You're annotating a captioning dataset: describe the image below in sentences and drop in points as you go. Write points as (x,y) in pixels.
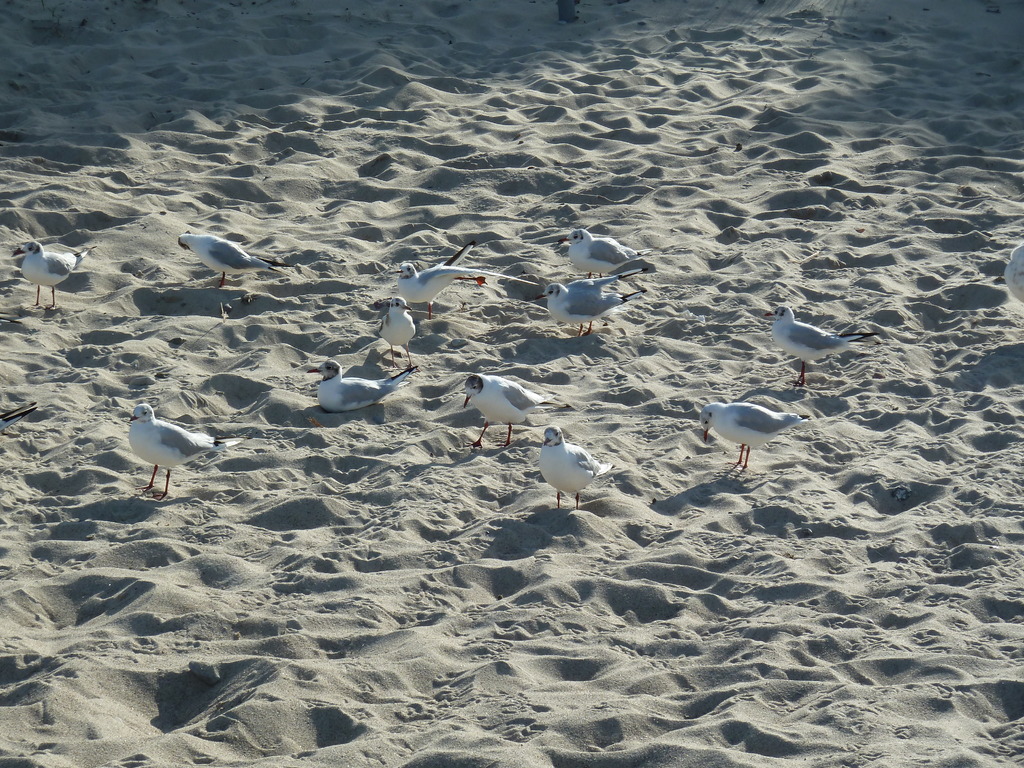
In this image, I can see a flock of bird (327,403) standing. This is the sand (505,580).
